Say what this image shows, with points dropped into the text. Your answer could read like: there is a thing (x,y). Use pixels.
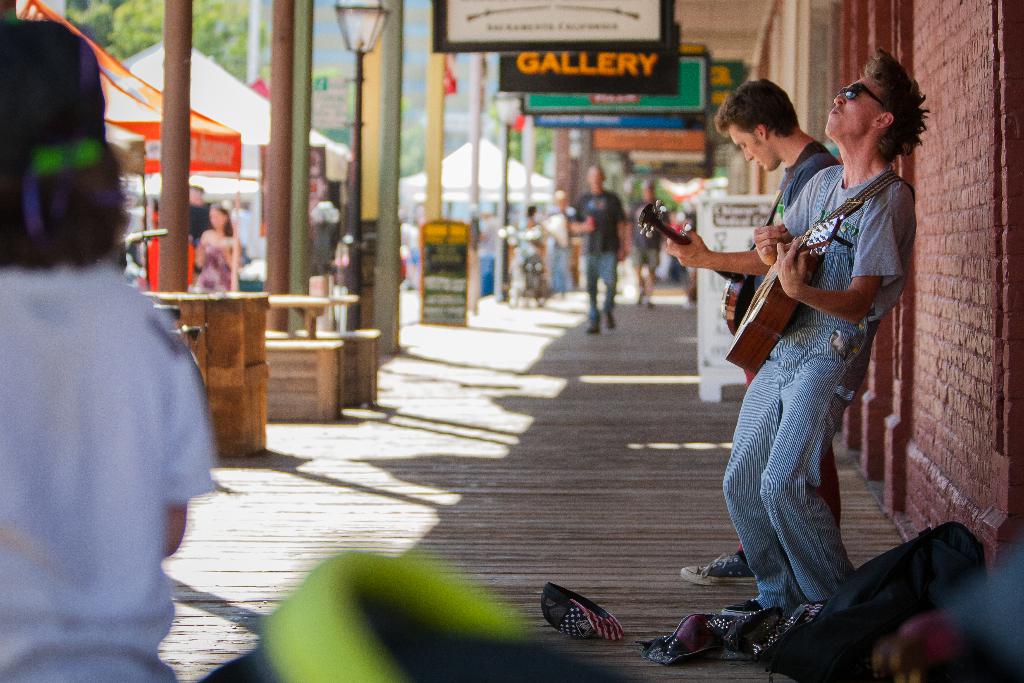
On the right (842,318) two persons (852,310) are standing and playing with guitar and also its brick wall (956,85) in the left (145,156) there are tents (204,109), boards (501,47).
